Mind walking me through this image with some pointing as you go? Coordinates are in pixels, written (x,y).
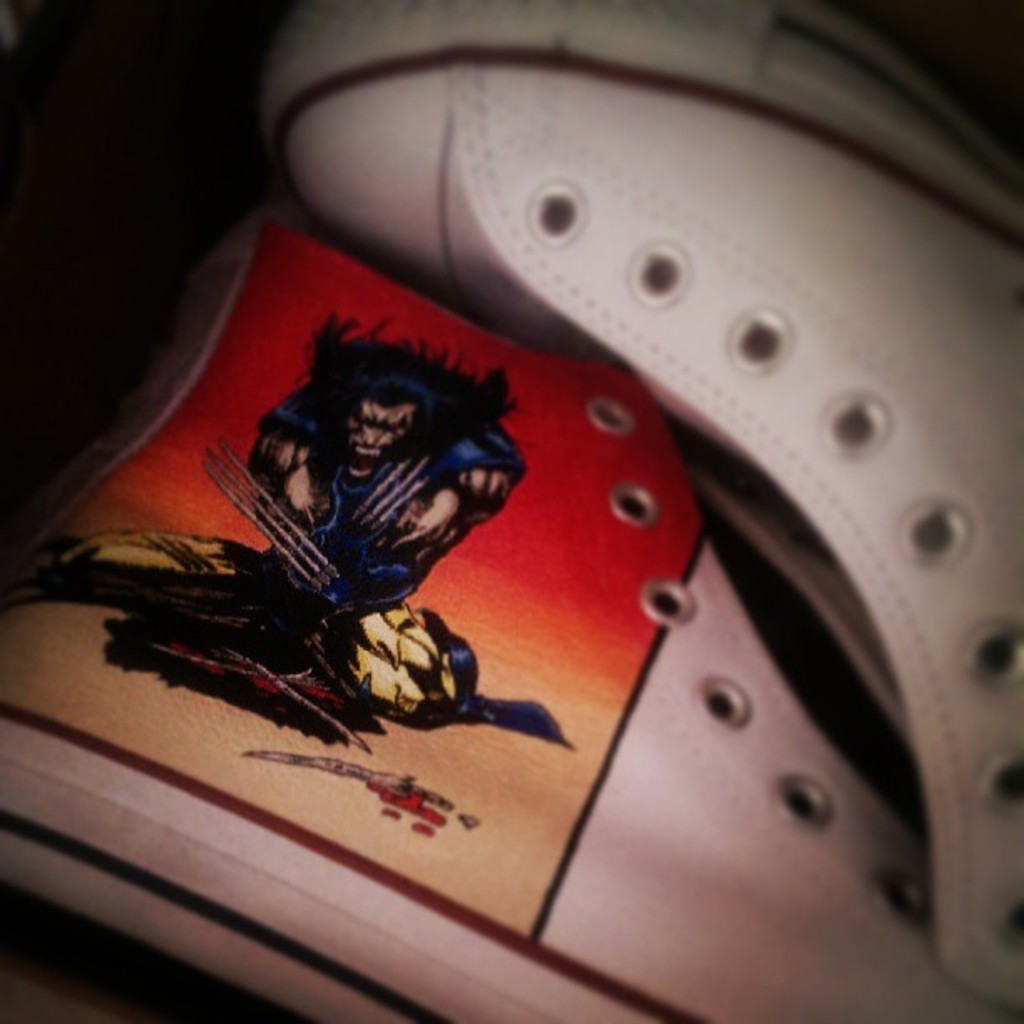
In this picture we can see a pair of white color shoe (877,614) in the front (627,542), there is a dark background (189,118).
